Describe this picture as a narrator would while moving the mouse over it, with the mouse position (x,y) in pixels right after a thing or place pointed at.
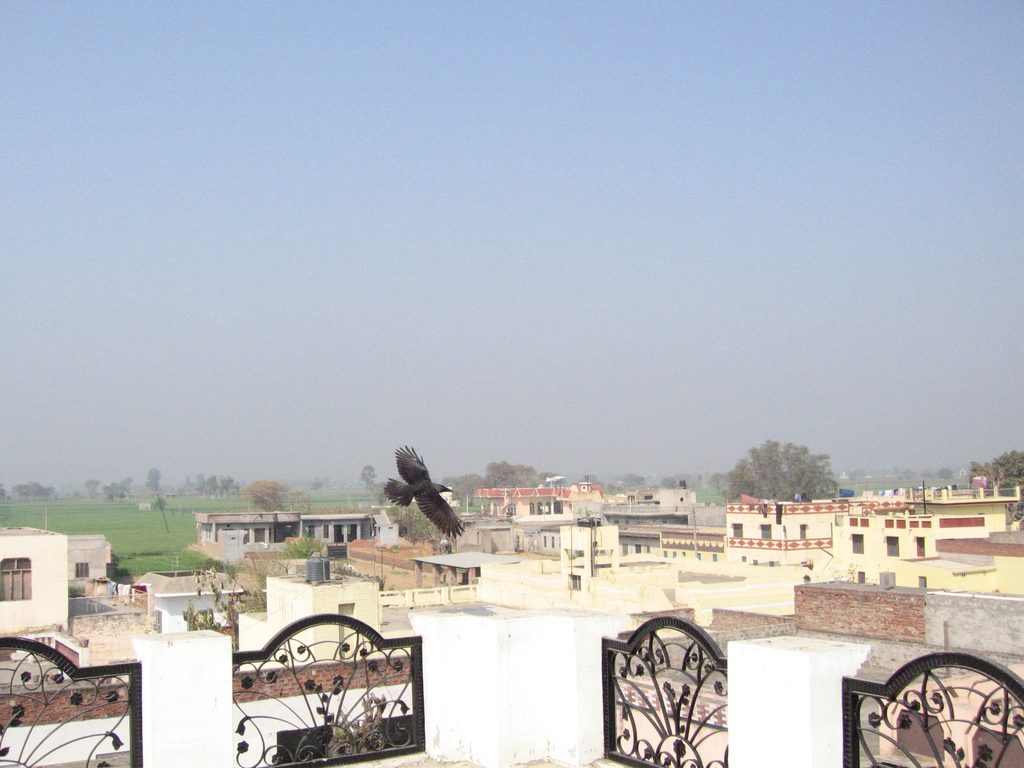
In the center of the image (418,490), we can see a bird (446,487) flying and at the bottom (712,535), there are buildings (307,608), trees (321,547), tanks (321,560), railings (607,651), poles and we can see clothes (904,490) hanging and there are fields (115,520). At the top (464,237), there is sky (476,277).
